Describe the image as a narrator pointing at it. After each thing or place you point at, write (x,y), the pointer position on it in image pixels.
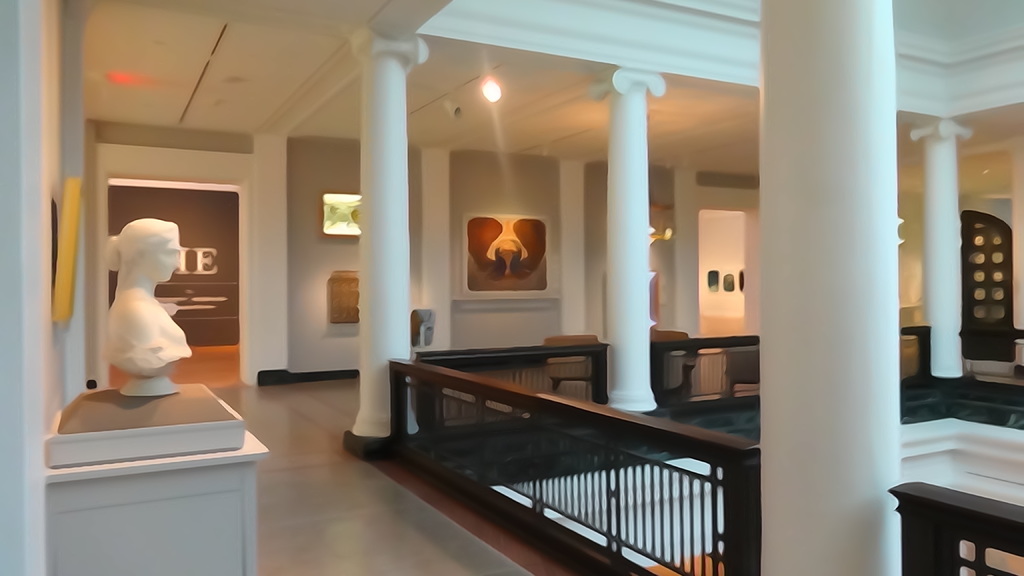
In this image we can see some pillars (634,278), fencing (429,455), some chairs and there is a sculpture (129,363) of a lady person (169,368) on table (100,413) and in the background of the image (242,262) there is a wall (323,295) to which some paintings (526,273) attached.
